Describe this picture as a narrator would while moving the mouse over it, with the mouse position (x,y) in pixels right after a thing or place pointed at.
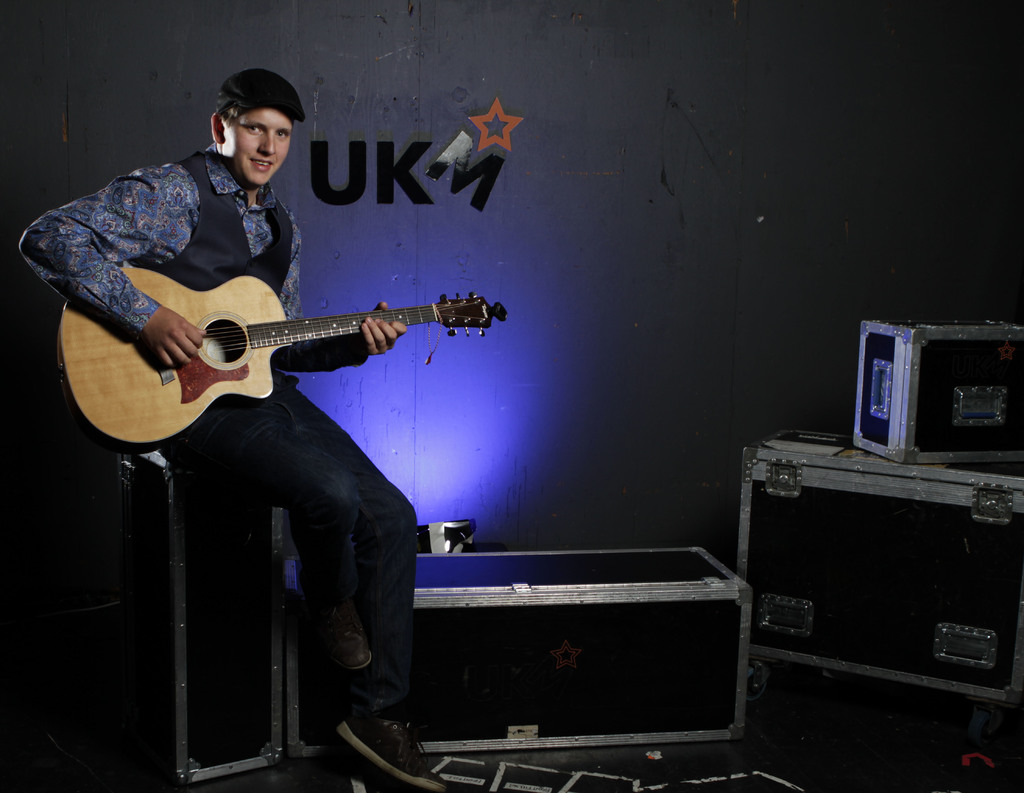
In this image on the left (254,262) there is one man (325,510) who is sitting and he is holding a guitar (198,360) and playing, beside him there are some boxes (565,615) in the background (547,181) there is a wall (451,185). On the wall (451,185) there is some text (320,189).
